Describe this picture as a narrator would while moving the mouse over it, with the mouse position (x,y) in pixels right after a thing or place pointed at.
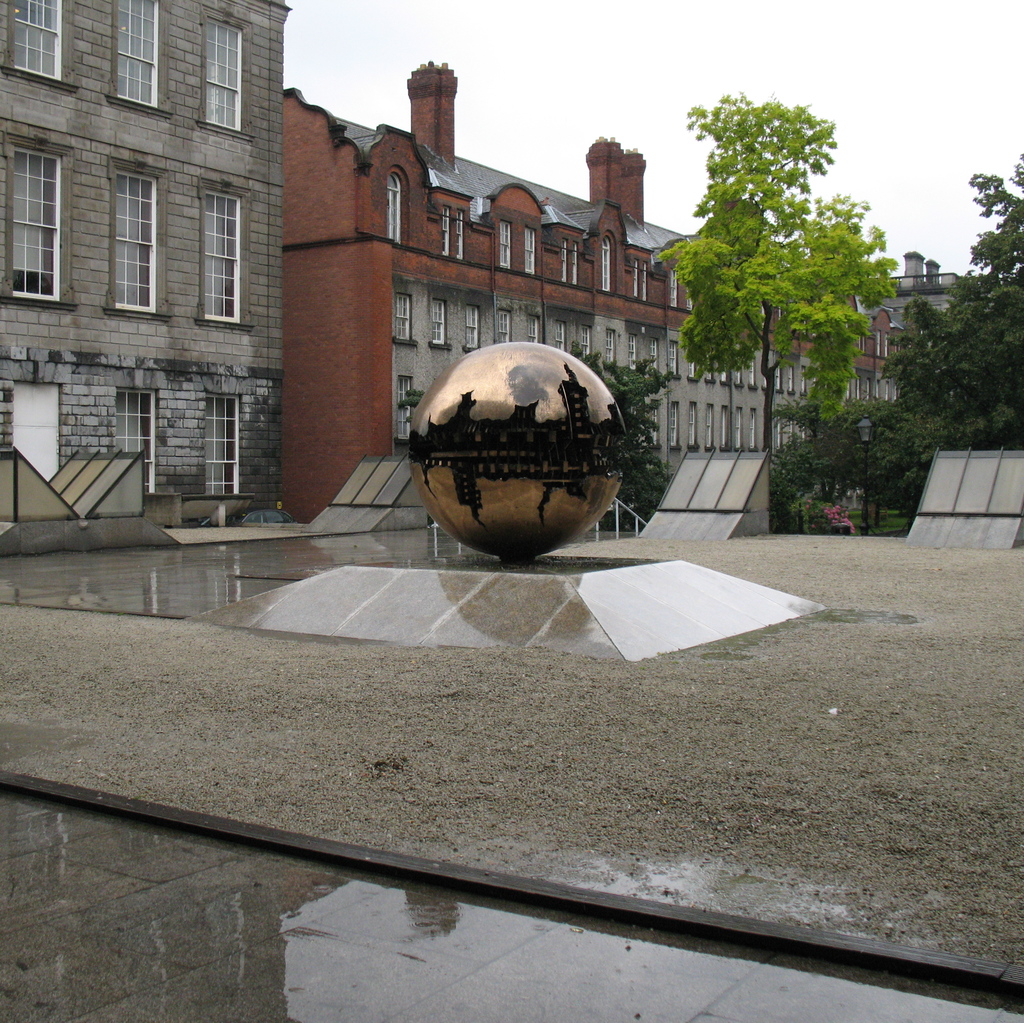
In this picture we can see circular object (463,518) on the platform (516,598), ground (841,546), trees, buildings (874,377), windows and objects (128,530). In the background of the image (677,18) we can see the sky (551,80).
